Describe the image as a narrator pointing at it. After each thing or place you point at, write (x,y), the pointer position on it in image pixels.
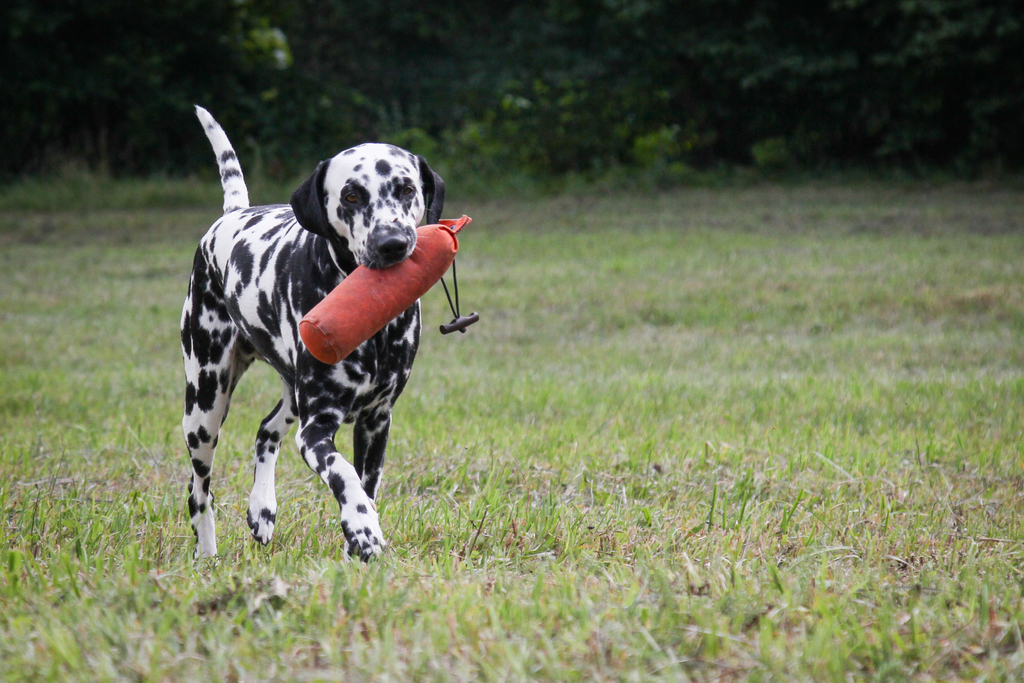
In this image, we can see a dog (290,325) holding an object (395,301) in the mouth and walking on the grass (468,606). In the background (784,140), we can see some plants (797,137) and trees (509,35).
